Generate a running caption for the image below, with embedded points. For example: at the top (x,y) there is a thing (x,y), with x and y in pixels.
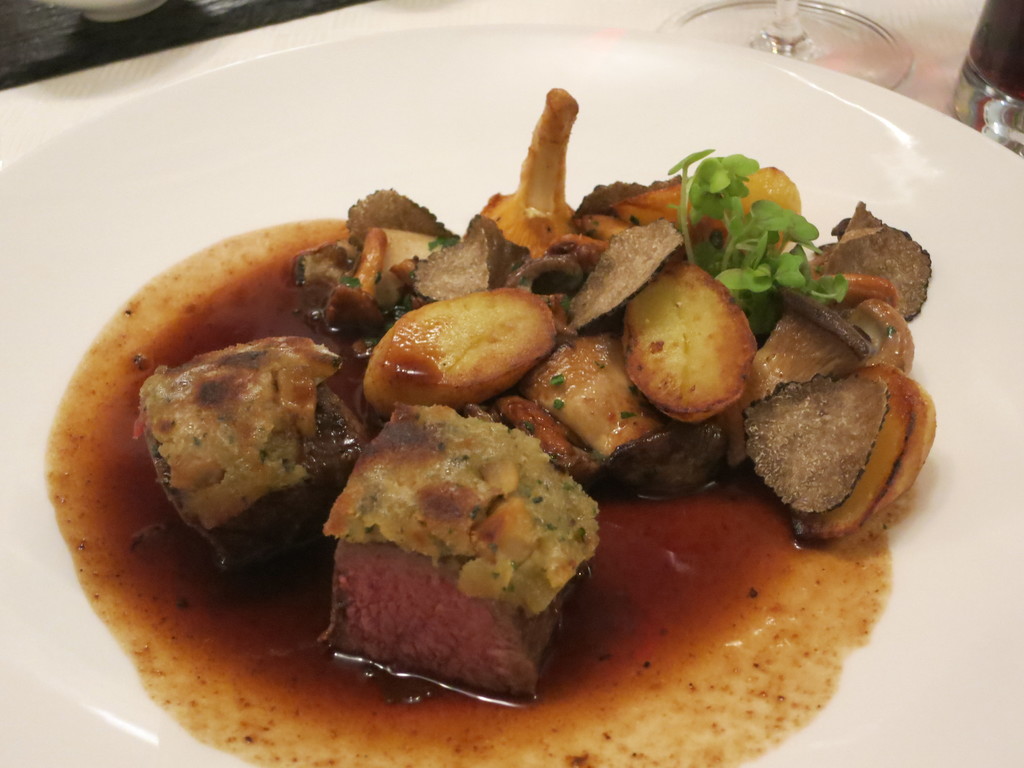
In the center of the image (493,388) a food item (475,357) is present in a plate (348,77). At the top of the image (104,16) we can see a bowl (108,2), vessel (868,30) are present on the table (946,53).
